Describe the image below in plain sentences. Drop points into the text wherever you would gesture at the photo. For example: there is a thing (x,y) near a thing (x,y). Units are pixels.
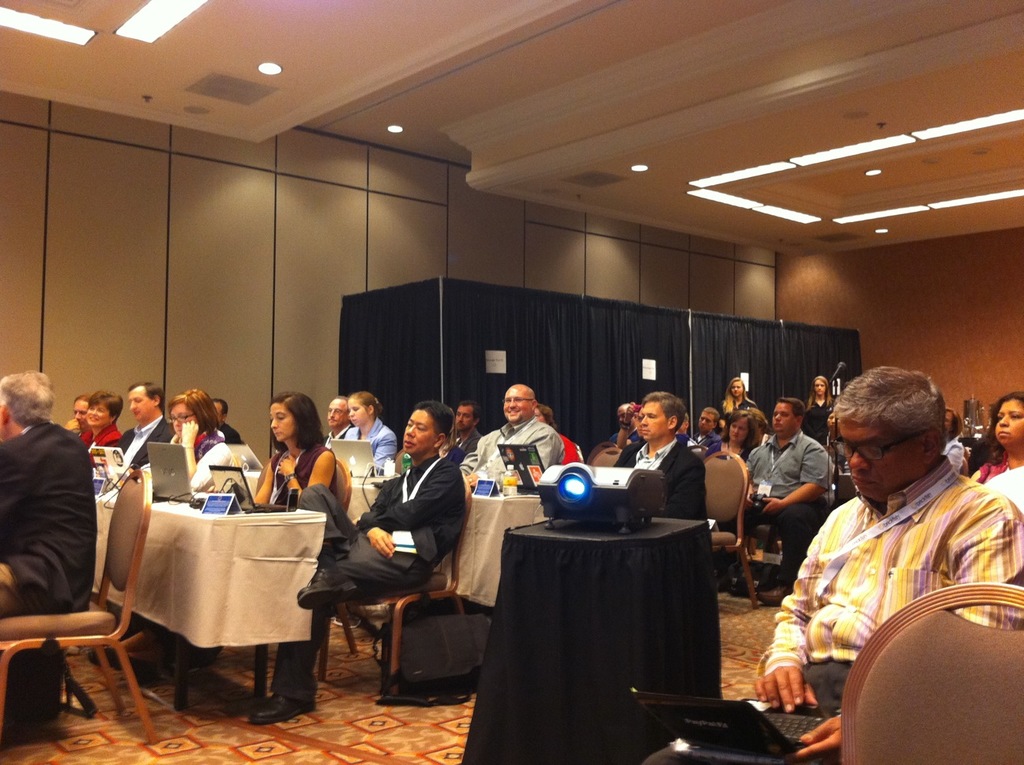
There are a group of people (283,420) who are sitting on chairs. This is a laptop (176,462). This is a projector (635,470) which is placed on table (547,584).
